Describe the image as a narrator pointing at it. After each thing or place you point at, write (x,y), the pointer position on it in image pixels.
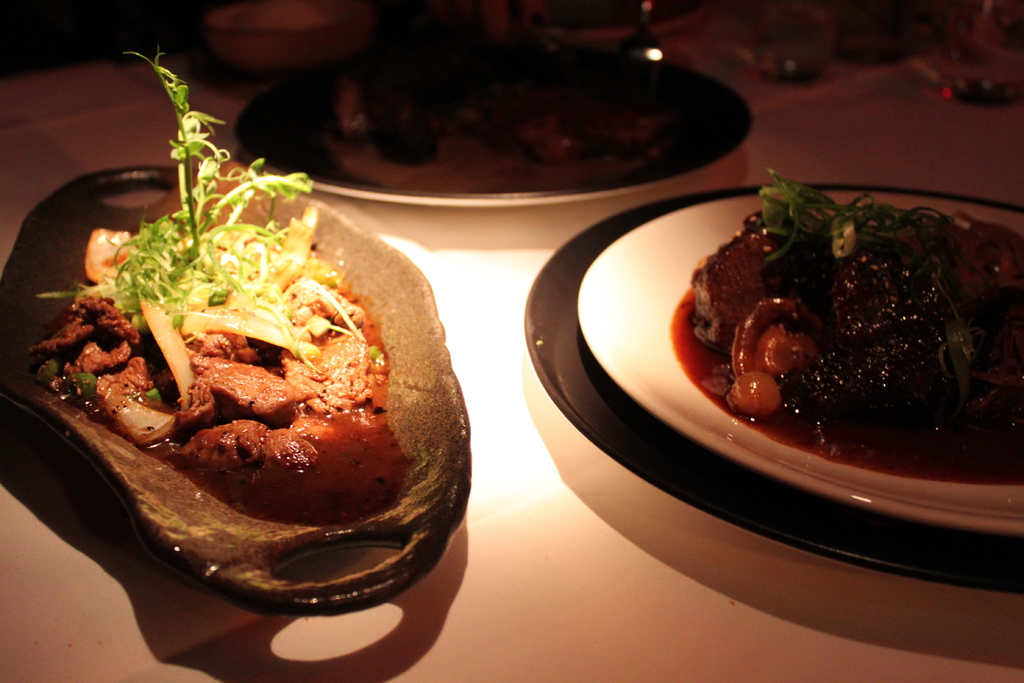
In this image there are so many different type of plates (662,480) on table (472,412) served with different varieties of food items (353,460).
